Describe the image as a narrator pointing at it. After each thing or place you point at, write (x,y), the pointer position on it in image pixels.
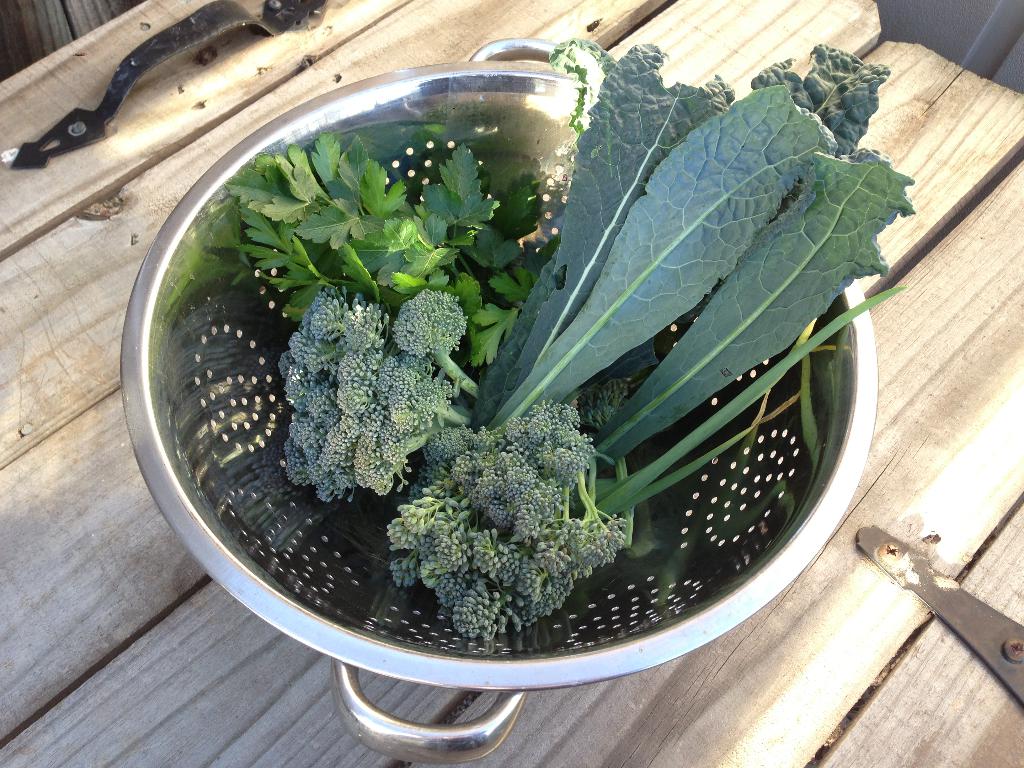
In this picture there are leafy vegetables (779,273) in the bowl (644,522). At the bottom (26,759) there is a wooden table (869,52). At the back (976,27) it might be a chair (988,71).
